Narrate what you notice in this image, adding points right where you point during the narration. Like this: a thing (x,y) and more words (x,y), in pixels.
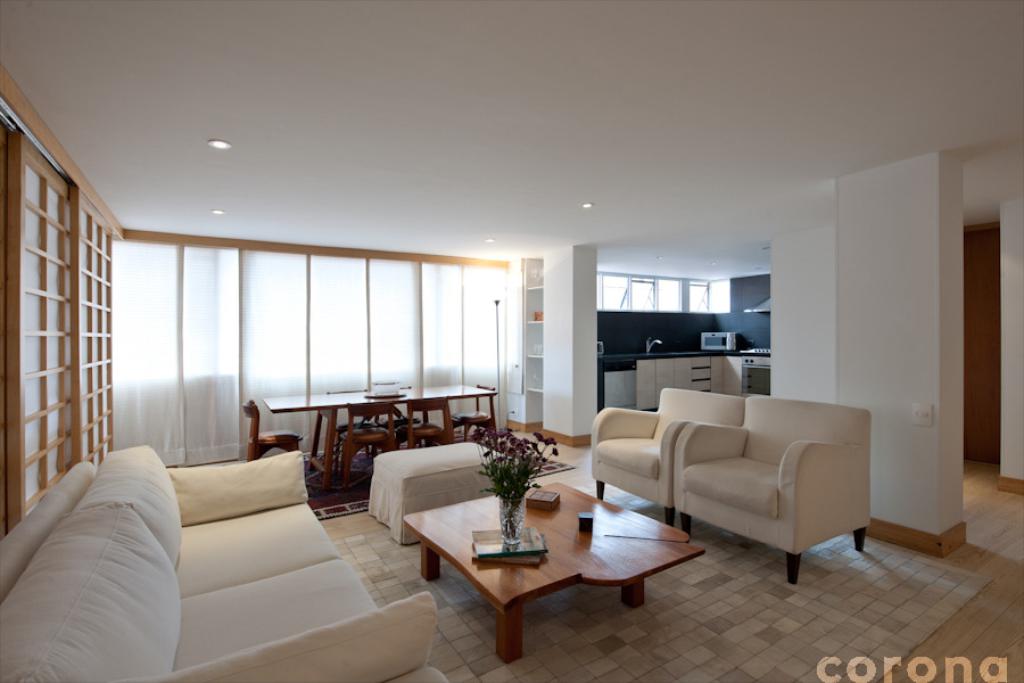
This image is taken inside a room (236,97). In the left side of the image (153,464) there is a sofa (267,492) and a wooden wall (81,275) with glass (84,422). In the middle of the image (403,278) there is a coffee table (549,510) on which there is a flower vase (515,510) and books (491,540) and dining table (476,395) with empty chairs (440,426) and a wall (518,275) with curtains (333,282). In the right side of the image (699,396) there is a sofa (674,433) and a kitchen (600,347) with a tap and oven (706,348) on the shelf (745,356). At the top of the image (536,24) there is a ceiling (224,159) with lights (214,149). At the bottom (837,587) there is a floor (1002,576) with mat (776,628).
